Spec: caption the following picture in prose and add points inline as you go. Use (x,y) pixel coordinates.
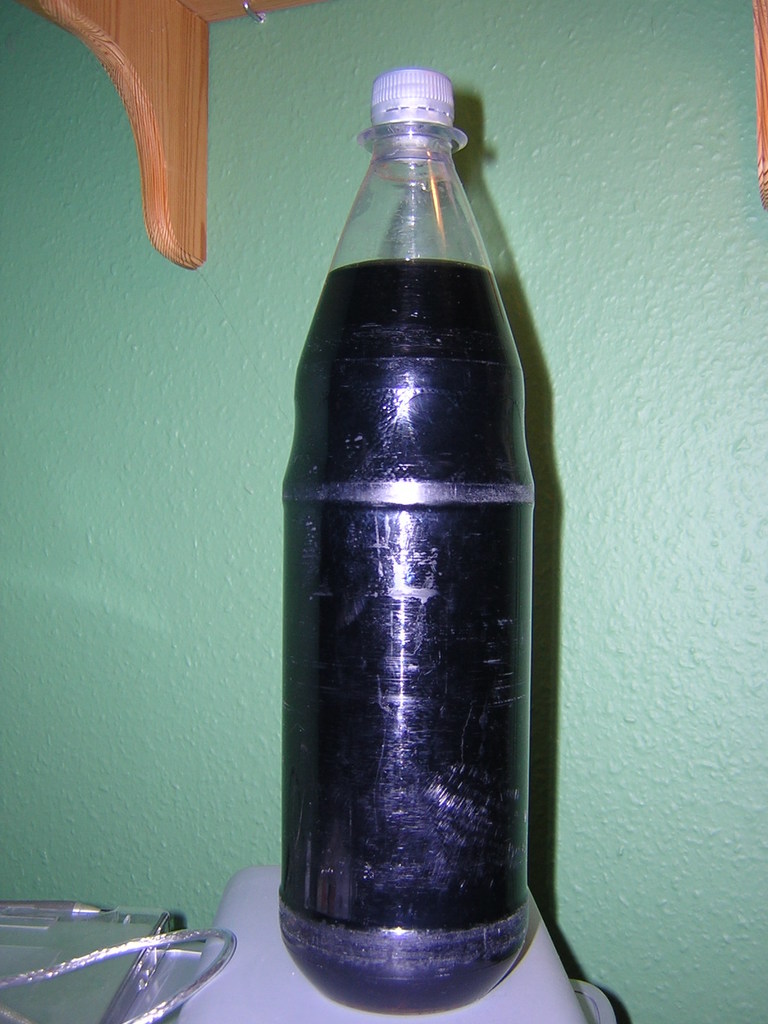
It is a bottle (378,923) there is a black color drink (377,938) in the bottle (409,507), behind the bottle (350,937) green color wall (664,284).
